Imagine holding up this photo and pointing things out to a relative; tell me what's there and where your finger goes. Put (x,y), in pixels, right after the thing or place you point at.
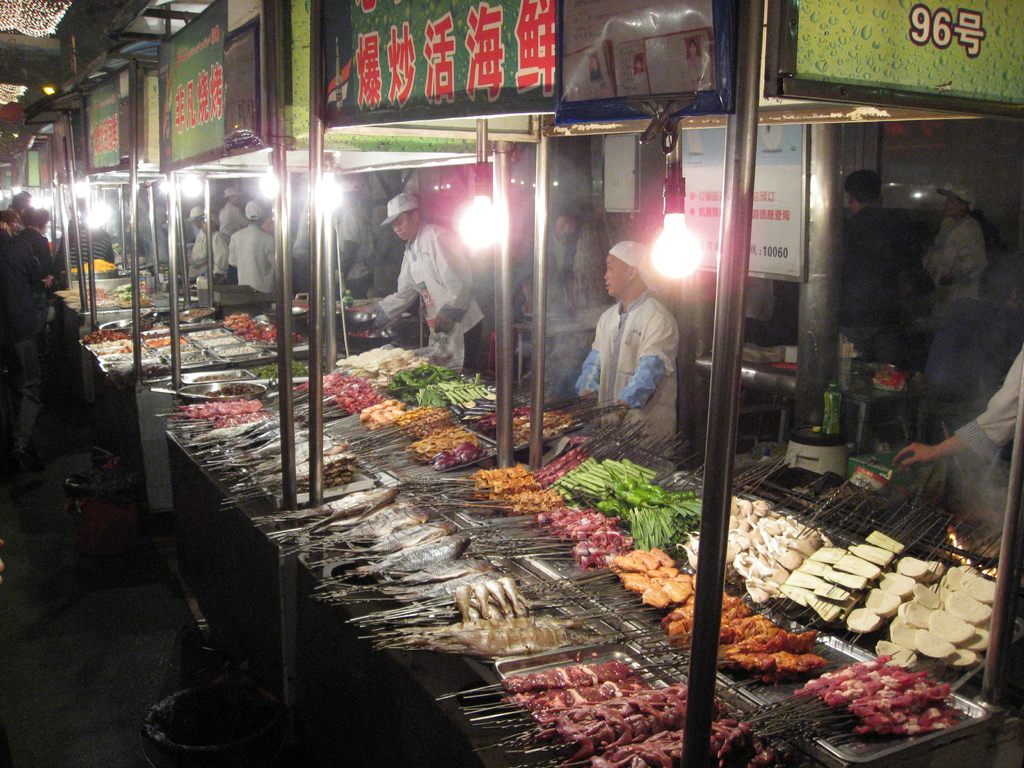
In this image we can see food stalls (274,303), and some persons (433,242) are standing in the middle of this image (627,358).
